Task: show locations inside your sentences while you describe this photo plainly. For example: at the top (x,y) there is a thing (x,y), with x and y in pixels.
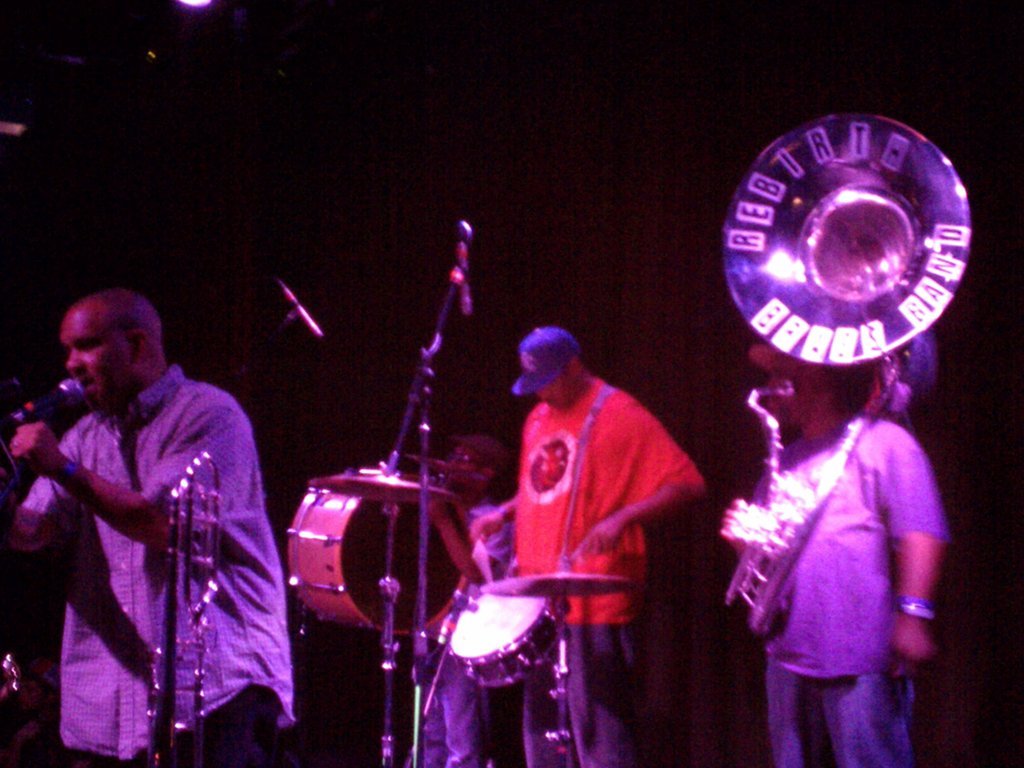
On the left side (149,450), there is a person (149,466) holding a stand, singing and standing in front of a mic (71,381) which is attached to a stand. On the right side (840,603), there are persons (833,599) in different color dresses (877,459), playing musical instruments (507,645). In front of them, there is another stand (419,628) and a musical instrument (213,559). In the background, there is a light (187,2). And the background (349,383) is dark in color.
